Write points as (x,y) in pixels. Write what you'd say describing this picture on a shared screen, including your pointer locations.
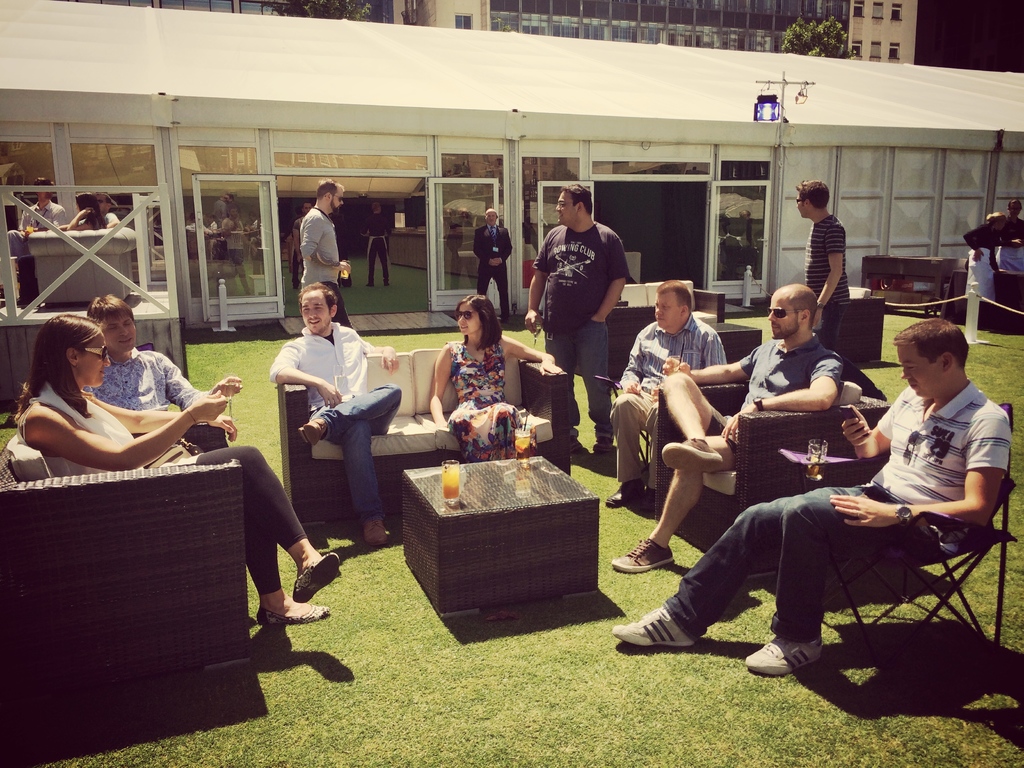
In this picture, we see many people (333,358) sitting on sofa (424,410). In front of them, we see a table (461,501) on which glass (453,474) containing cool drink (451,487) is placed. Behind them, we see several people (545,251) standing in the garden (215,350) and behind that, we see a building (818,156) which is white in color.
